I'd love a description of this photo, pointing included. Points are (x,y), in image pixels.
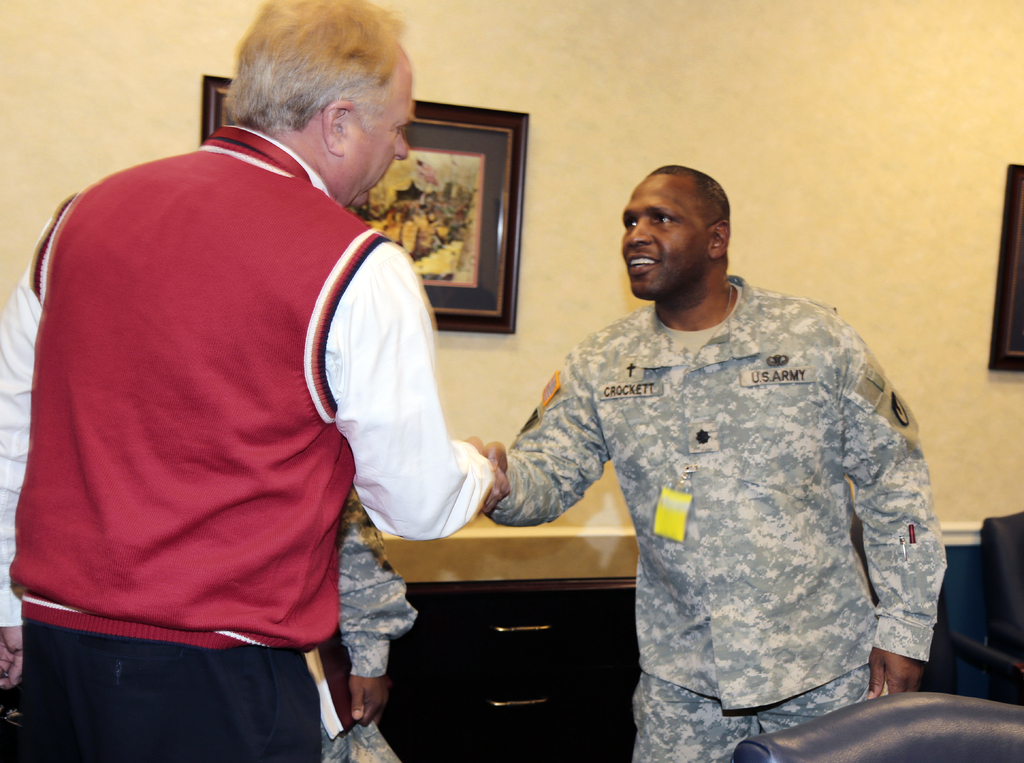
In this image I can see three persons (923,481) on the floor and chairs (877,738). In the background (526,555) I can see a table (561,551), wall painting (434,215) on a wall (595,291). This image is taken may be in a hall (498,677).
